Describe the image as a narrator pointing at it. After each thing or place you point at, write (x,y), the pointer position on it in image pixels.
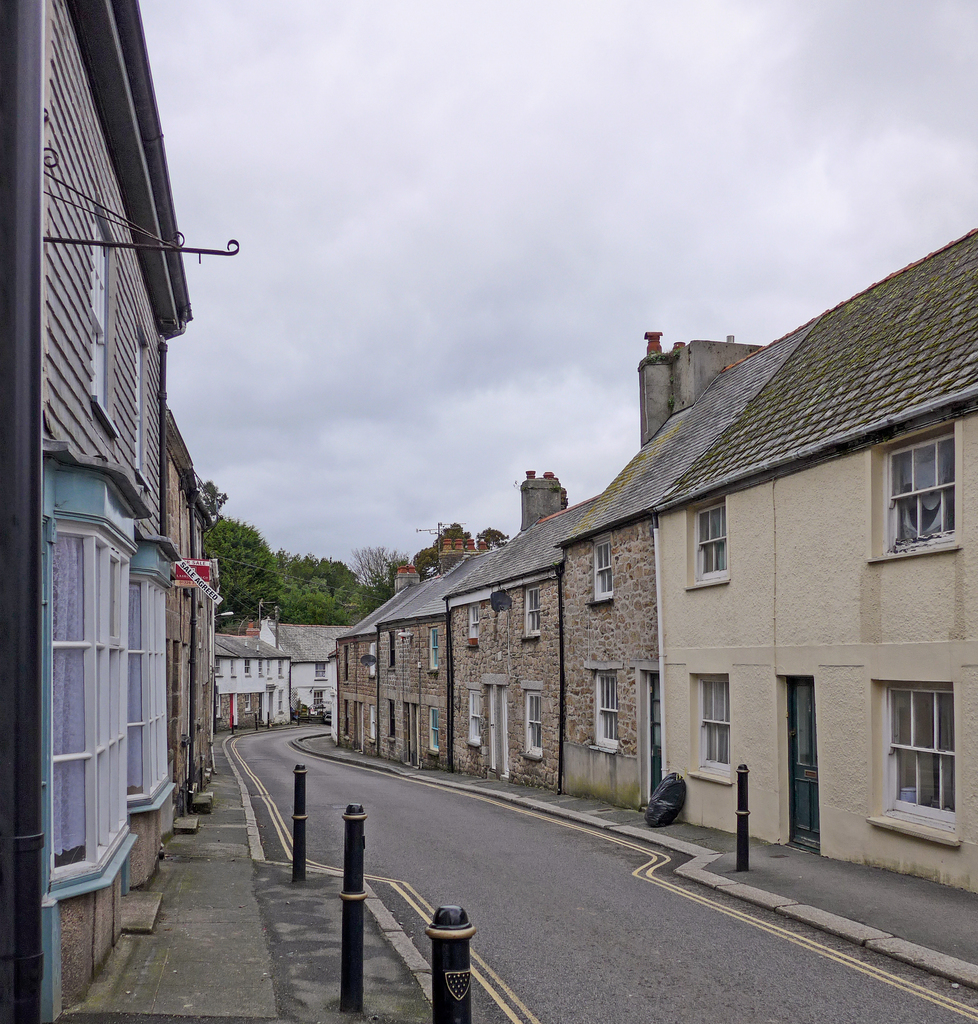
In this image I can see few buildings (580,641), they are in brown, cream color. I can also see few poles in black color, trees (326,607) in green color, sky (422,169) in white color.
